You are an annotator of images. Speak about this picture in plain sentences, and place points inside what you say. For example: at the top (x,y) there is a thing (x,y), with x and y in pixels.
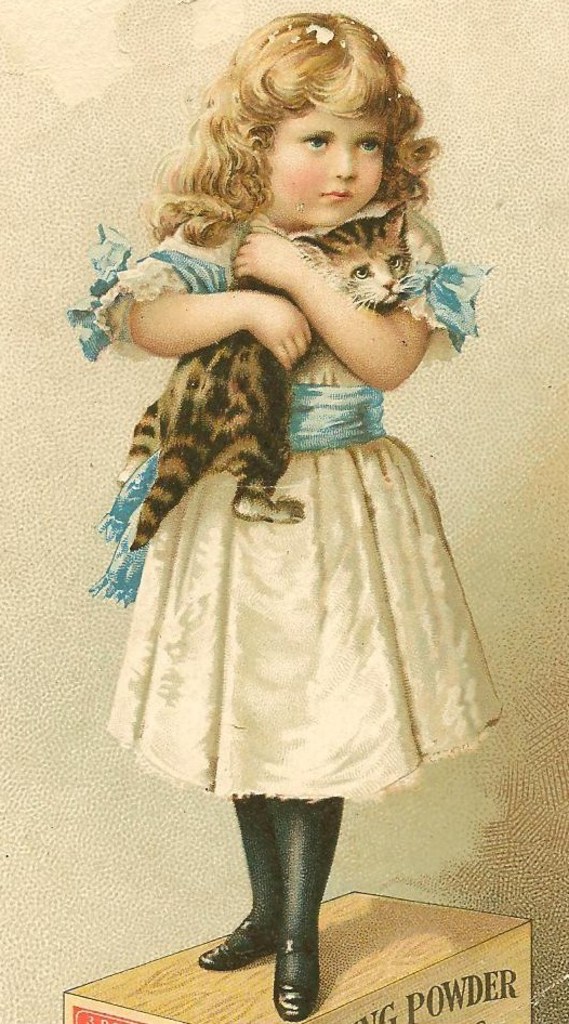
In this image, we can see a photo (82,755), in that photo (322,832) we can see a girl (439,252) standing on a wooden object (410,936) and holding a cat (268,382).
